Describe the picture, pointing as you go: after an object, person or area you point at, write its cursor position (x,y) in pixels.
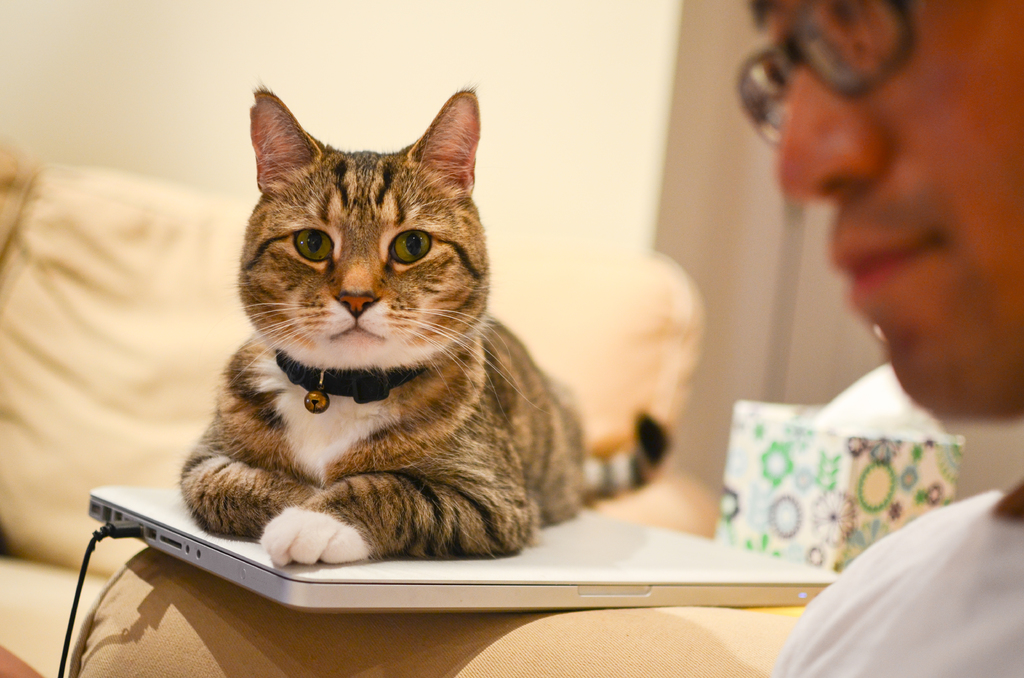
On the right side (858,107), we see a man (958,554) in the white T-shirt (924,581) is sitting on the sofa (634,650). Beside him, we see a sofa (520,625) on which a laptop (309,587) is placed. In the middle (487,268), we see a cat (455,396) is sitting on the laptop (626,598). Beside that, we see a box (898,479) in white color. In the background (216,292), we see the pillows (590,336) and a wall (596,197) in white color. This picture is blurred in the background (757,349).
